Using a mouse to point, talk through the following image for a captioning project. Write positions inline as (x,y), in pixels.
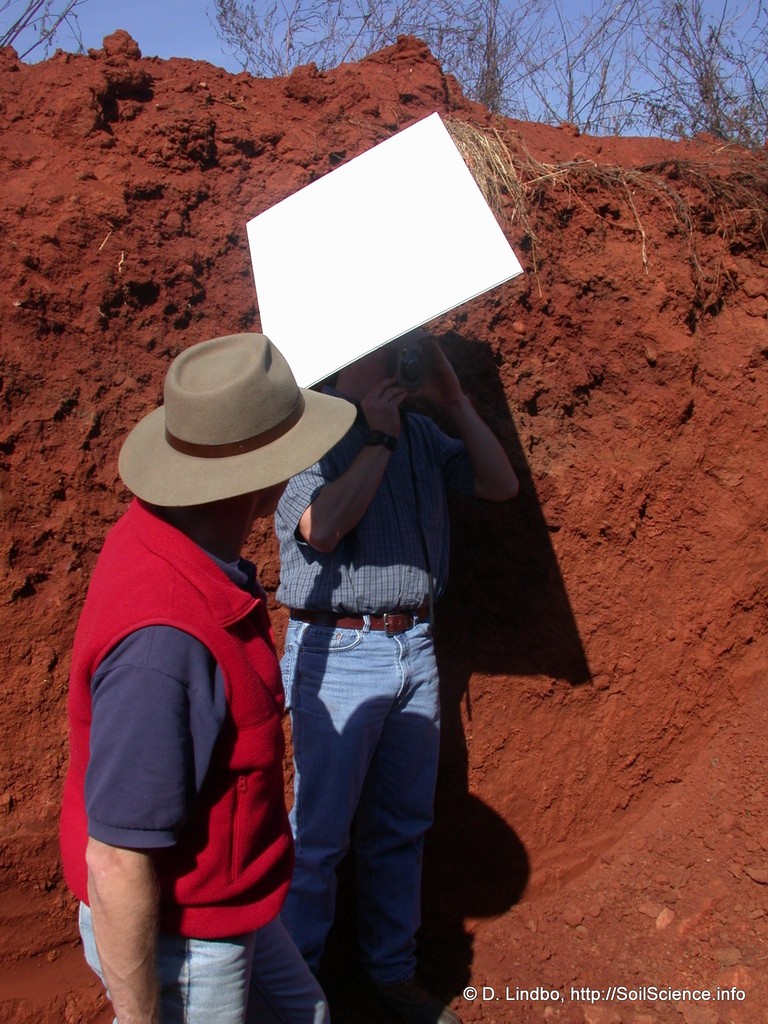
In this image in front (119,826) there are two people (382,554). Behind them there is a sand (145,199). In the background of the image (155,25) there are trees (335,53) and sky (175,21). There is some text (657,997) on the right side of the image (681,987).
